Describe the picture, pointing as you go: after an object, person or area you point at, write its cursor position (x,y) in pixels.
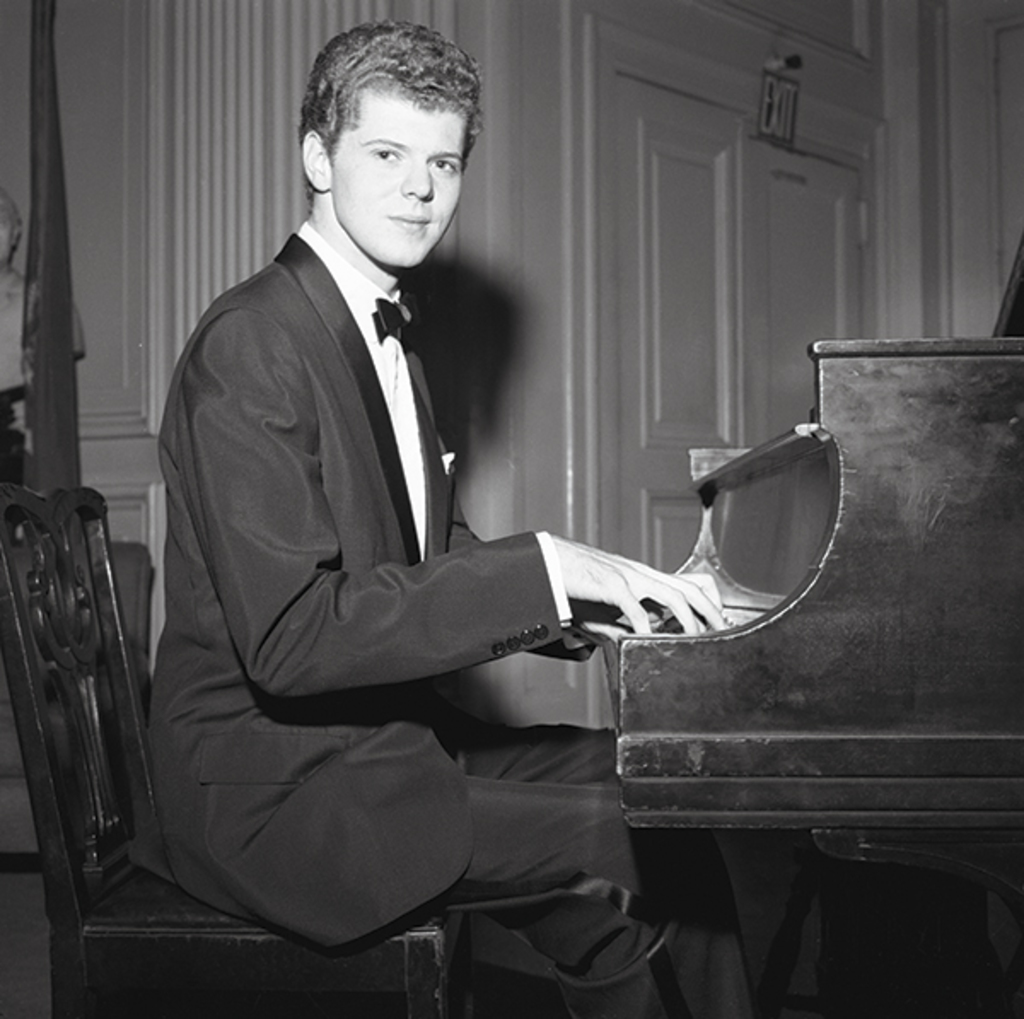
in this image there is a man (348,211) sitting in the chair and playing a piano (712,500) and in the back ground (783,368) there is a door (628,342).
